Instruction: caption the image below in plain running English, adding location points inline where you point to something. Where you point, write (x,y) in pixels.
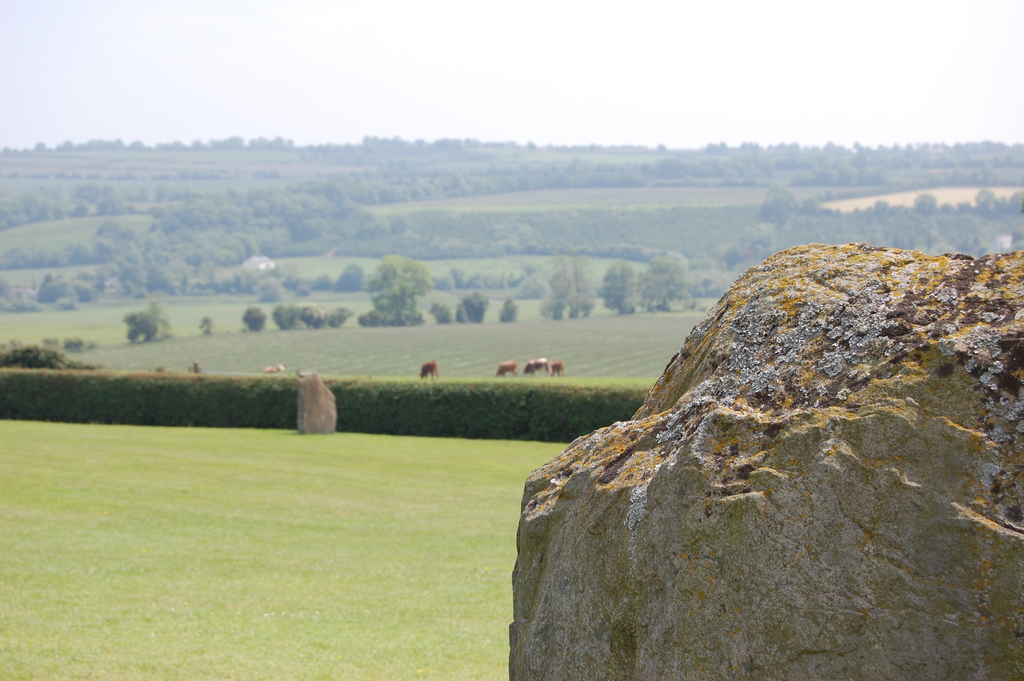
In this image, we can see a rock (806,581). Background (601,259) there is a blur view. Here we can see few animals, plants (420,392), trees (113,260) and grass (433,479). Top of the image (654,73), there is a sky (358,79).
